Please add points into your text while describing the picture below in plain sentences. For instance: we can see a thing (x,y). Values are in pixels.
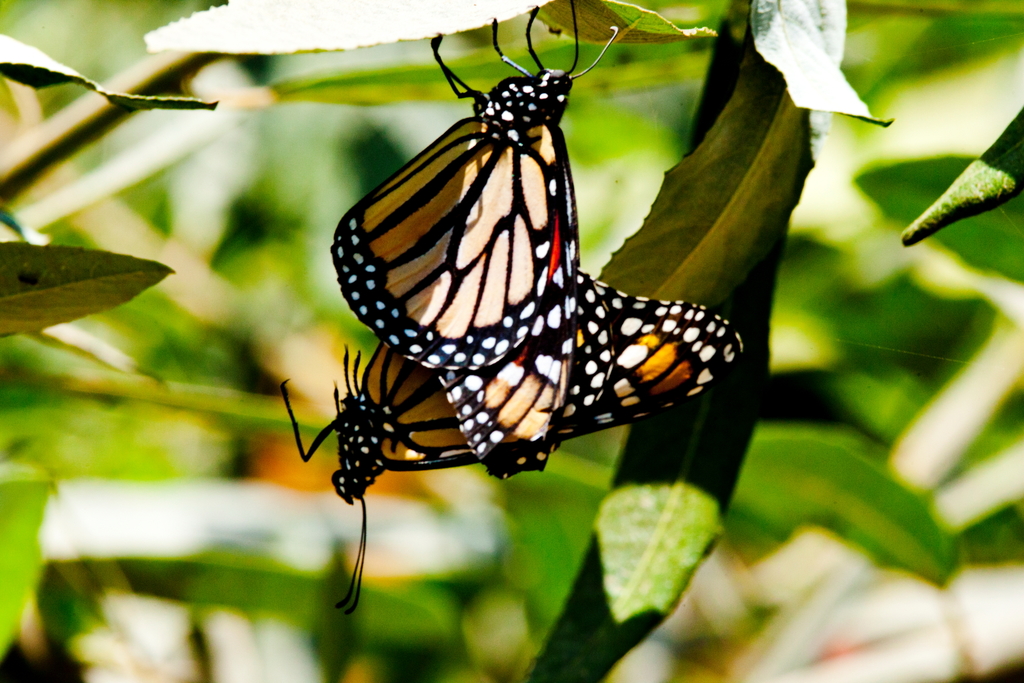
In this picture we can see there are two butterflies (469,264) on the leaf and behind the butterflies (500,272) there is a blurred background.
